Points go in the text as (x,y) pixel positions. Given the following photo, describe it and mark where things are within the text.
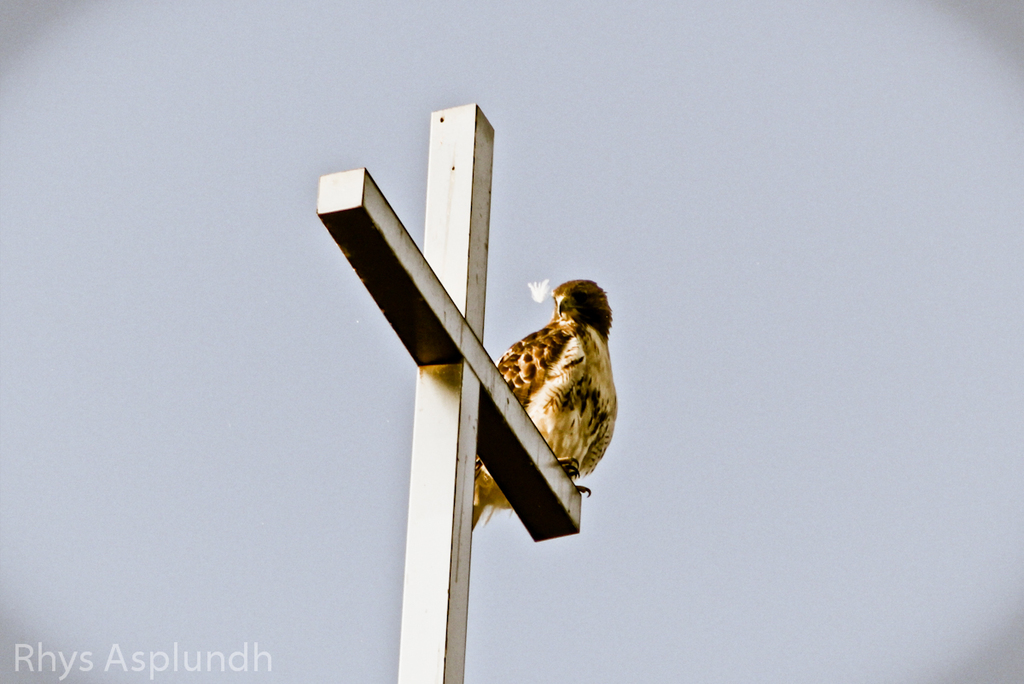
In this picture, we see a bird (542,419) is on the pole (436,288). This pole (477,391) looks like a crucifix (432,580). In the background (375,469), we see the sky (767,422).
